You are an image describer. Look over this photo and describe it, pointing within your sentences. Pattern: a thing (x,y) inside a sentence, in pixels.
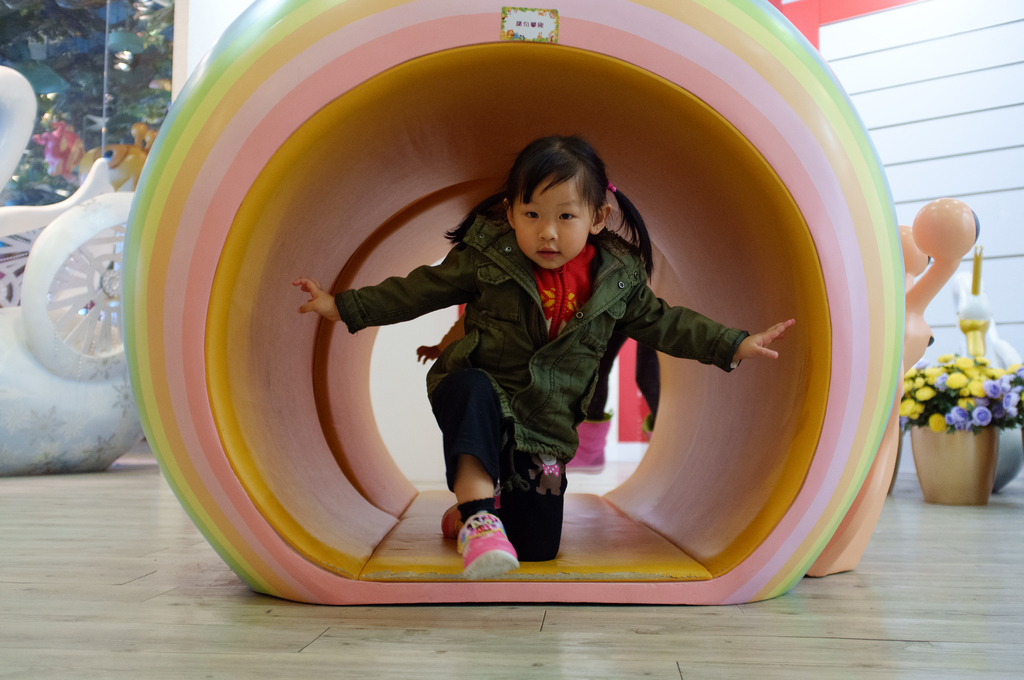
There is one kid (468,340) and an object (228,360) is present in the middle of this image (356,233). We can see flower pots (952,365), trees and a wall (865,117) is in the background (905,54).
